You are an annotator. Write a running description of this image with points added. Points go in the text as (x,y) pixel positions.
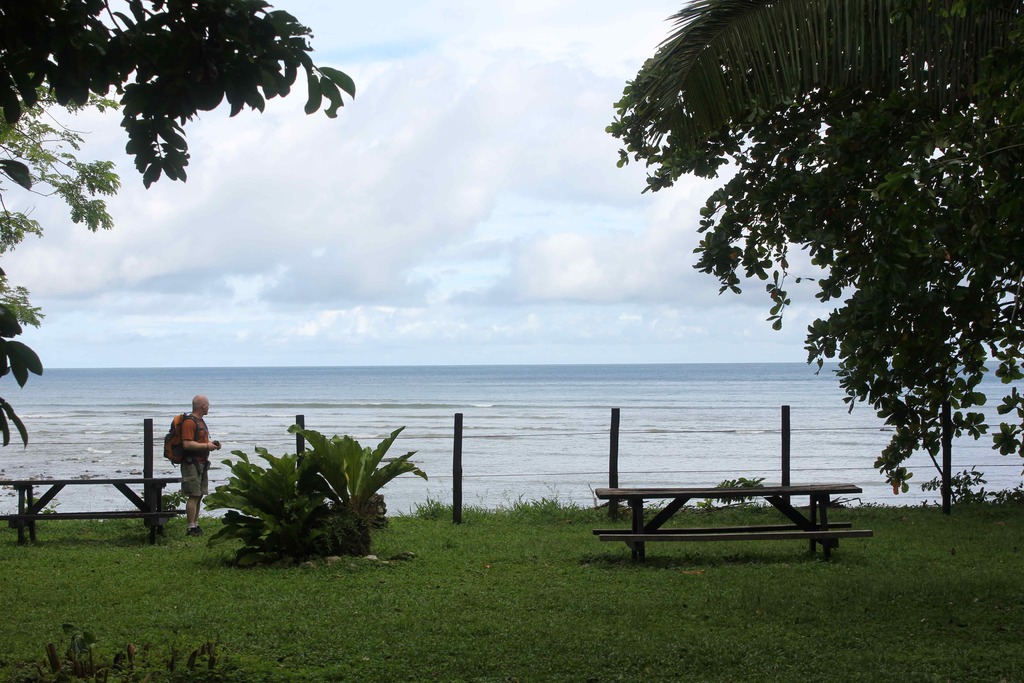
This image is outside sea (412,401). A man (186,451) is standing here. There are benches (637,518). There are trees (813,135). The sky (433,245) is cloudy. The man (189,496) is carrying a bag (176,459).
